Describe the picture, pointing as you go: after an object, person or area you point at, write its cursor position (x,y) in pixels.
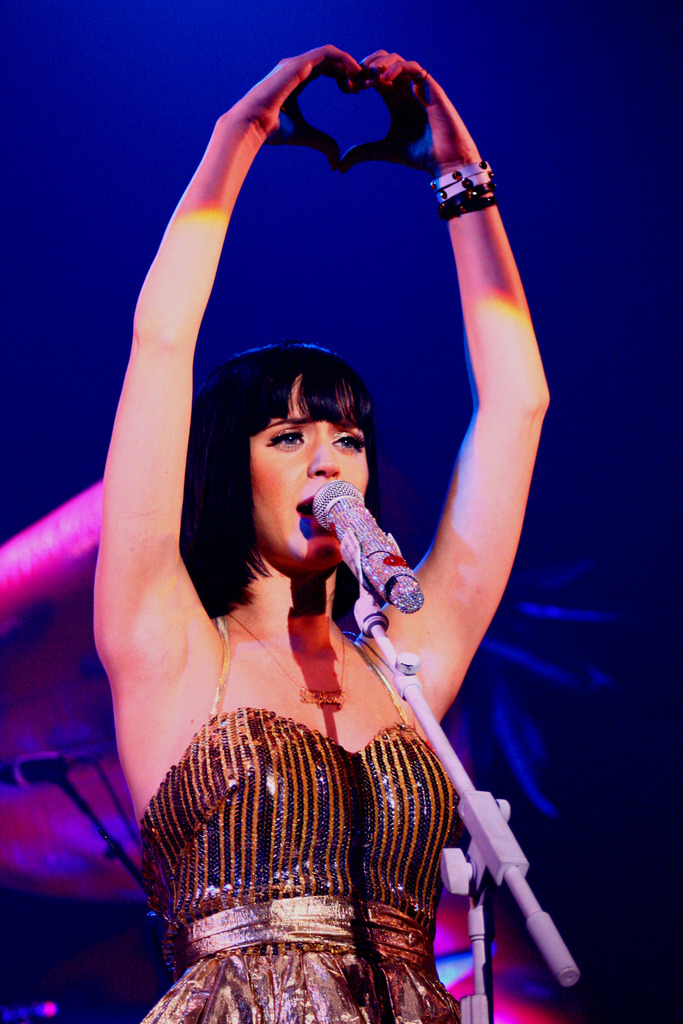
This is a zoomed in picture. In the foreground (288,960) there is a woman (510,318) wearing a dress (345,796), standing and seems to be singing and there is a microphone (357,535) attached to the metal stand (445,856). In the background (46,733) there are some objects (117,839).
